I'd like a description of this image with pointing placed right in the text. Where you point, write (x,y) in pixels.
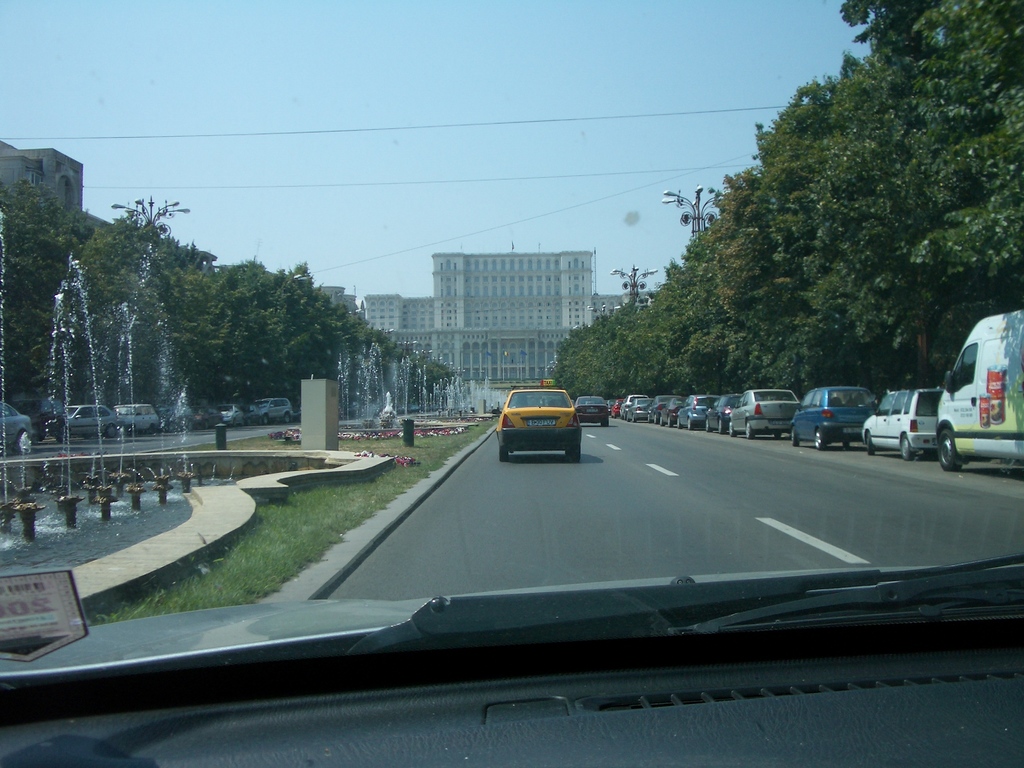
The image is taken from, inside a vehicle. On the right (869,234) there are trees (901,385), cars (961,380). In the middle of the picture (485,392) there are fountains (402,399), vehicles (532,408) and road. On the left (188,317) there are trees (99,274), vehicles (146,406), road (110,440), grass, fountain (78,275) and buildings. In the center of the background (587,294) there are buildings (451,254). At the top (353,57) we can see cables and sky (269,125).
